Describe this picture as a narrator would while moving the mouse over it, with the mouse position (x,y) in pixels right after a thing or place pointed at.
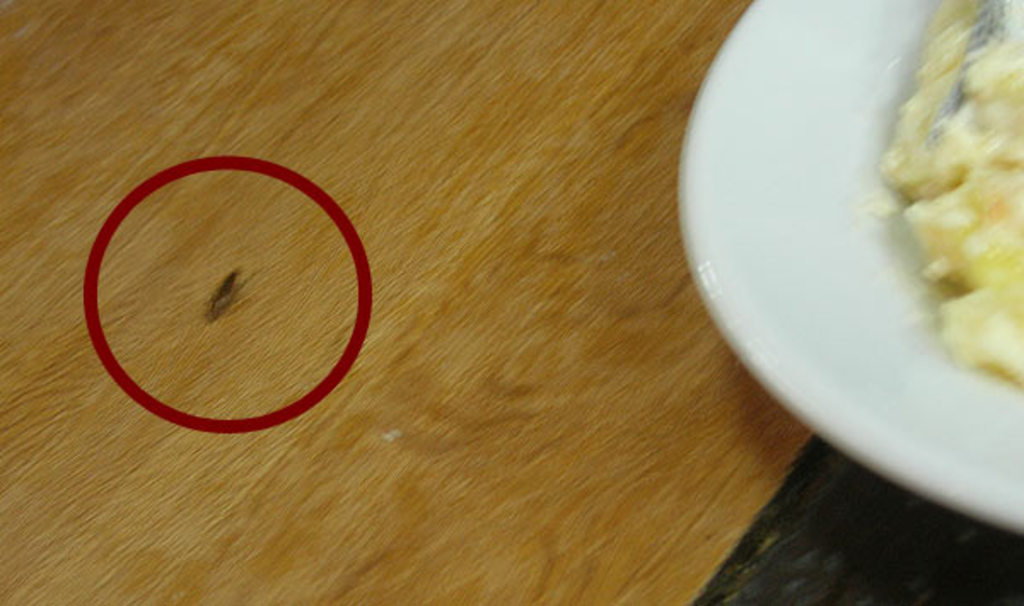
This is an edited picture. I can see an insect (226,293) on the wooden object (270,157), there is a food item (996,178) on the plate (740,168).
